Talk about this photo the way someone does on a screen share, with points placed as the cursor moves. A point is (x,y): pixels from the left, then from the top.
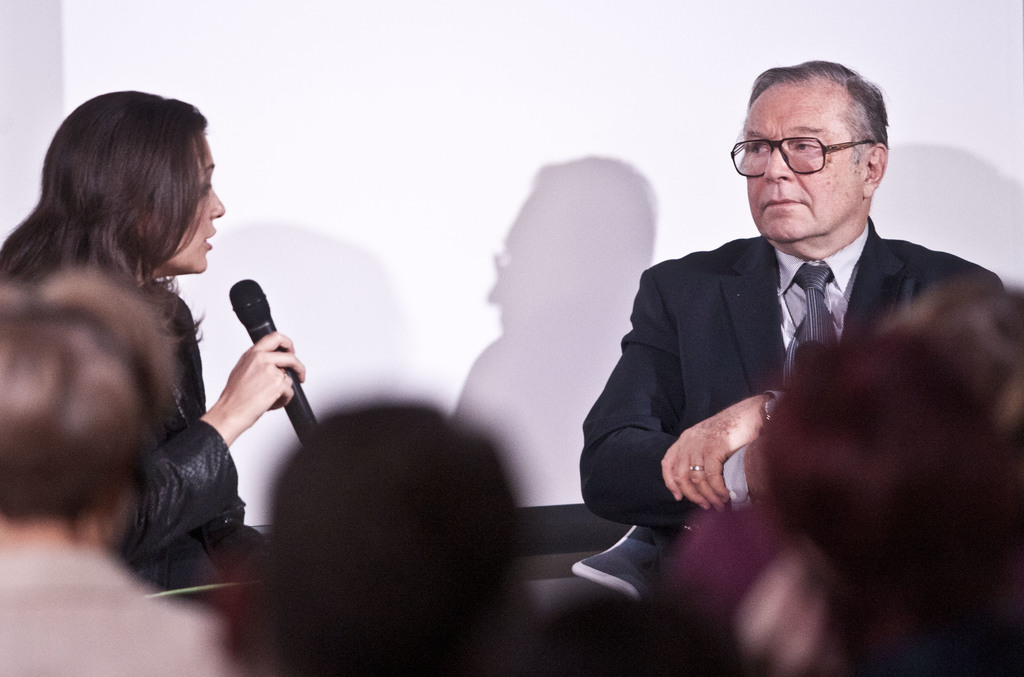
In this picture there are some people (454,532) sitting and opposite to them there are two people (849,313) one among them is a man (755,278) wearing black suit (665,347) and the other is a lady (179,327) holding a mic (244,315).
